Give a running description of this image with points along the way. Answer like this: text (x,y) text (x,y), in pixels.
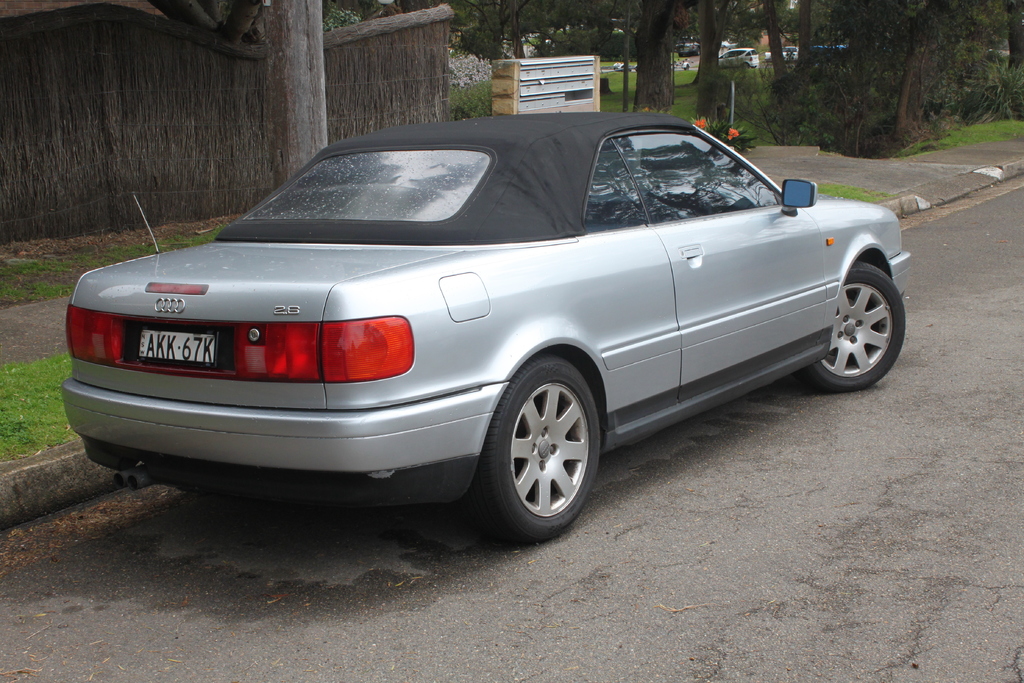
In the foreground of this image (426,363), there is a car (560,366) on the road (719,521). In the background (211,139), there is a wall (263,61), trunk (318,85), an object (560,94) and the side path (898,164).
